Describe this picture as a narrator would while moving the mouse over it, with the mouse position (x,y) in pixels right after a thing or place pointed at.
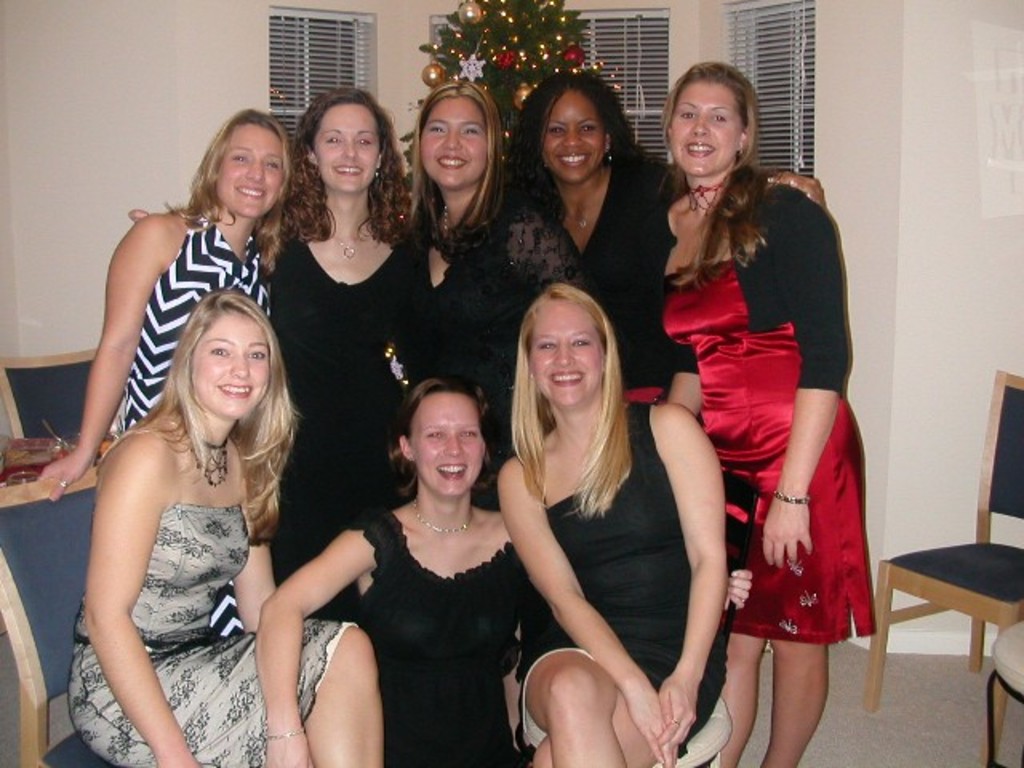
As we can see in the image there is a wall (166,61), window (273,28), Christmas tree (498,16) and few people (313,179) standing and sitting over here.
